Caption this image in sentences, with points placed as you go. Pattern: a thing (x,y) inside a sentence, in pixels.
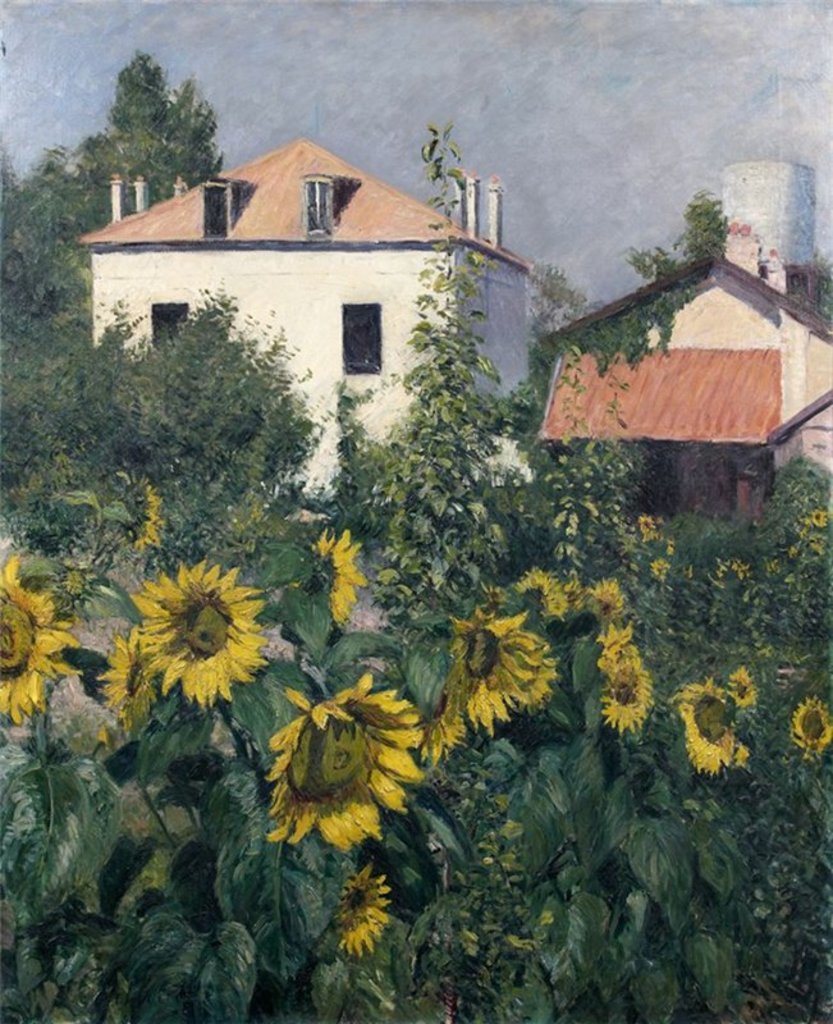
In the foreground of this painted image, there are flowers (384,721) and plants (519,883). In the background (638,360), there are houses (335,334), trees (45,222) and the sky (512,76).
